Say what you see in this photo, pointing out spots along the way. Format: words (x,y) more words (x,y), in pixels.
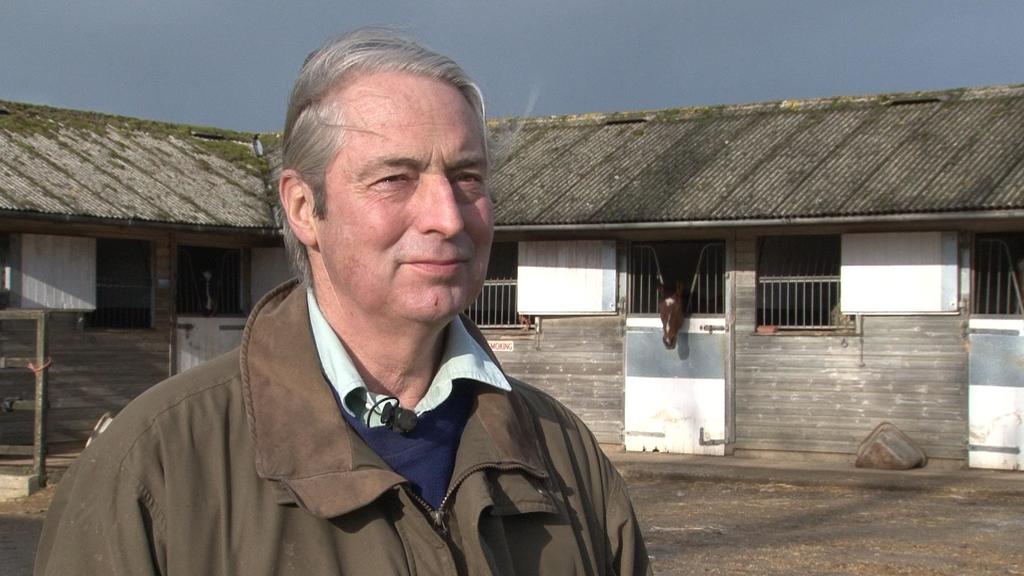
In this picture we can see a person (366,461) is smiling in the front (404,435), it looks like a horse stable (563,226) in the background (694,373), we can see a door (694,373) and a horse (666,308) in the middle (666,358), there is the sky (541,47) at the top of the picture (534,24).
